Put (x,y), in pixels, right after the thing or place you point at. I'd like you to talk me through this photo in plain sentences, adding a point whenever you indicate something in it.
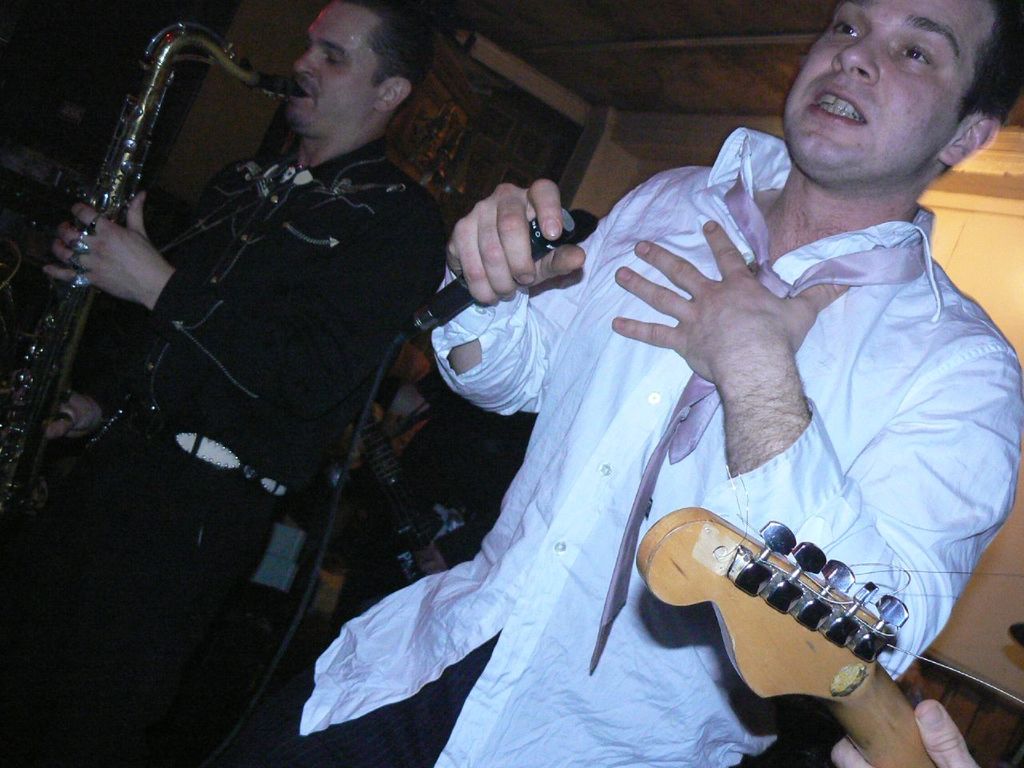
In this picture there is a man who is playing saxophone (104,189) and there is another man (641,494) in the image, by holding a mic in his hand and there is a guitar (846,613) at the bottom side of the image (761,599), there is a portrait (536,117) on the wall (514,128) in the background area of the image (580,160).
